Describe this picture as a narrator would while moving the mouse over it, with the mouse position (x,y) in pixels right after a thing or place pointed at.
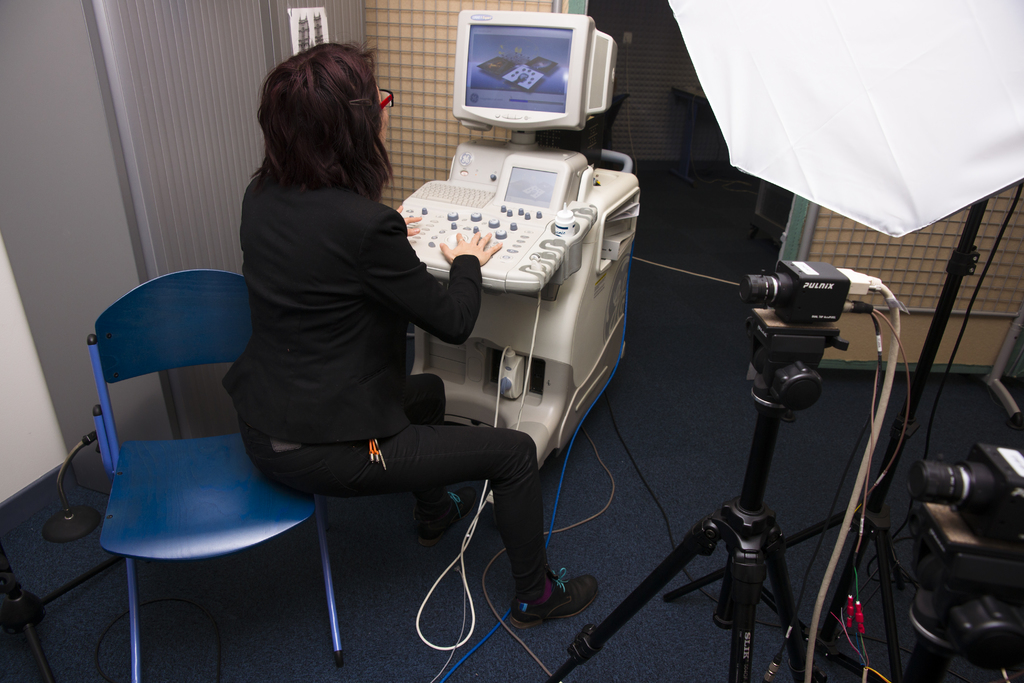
This image consists of a chair (179,462), which is in blue color and a person (325,349) in the middle (449,292) who is in black dress (493,437). An equipment (536,397) is in front of her. There is a monitor (561,89) on the top (472,111). On the right side (963,630) bottom corner there are camera stands (967,615) and an umbrella like thing (903,150) is present in the top right corner (955,74).
